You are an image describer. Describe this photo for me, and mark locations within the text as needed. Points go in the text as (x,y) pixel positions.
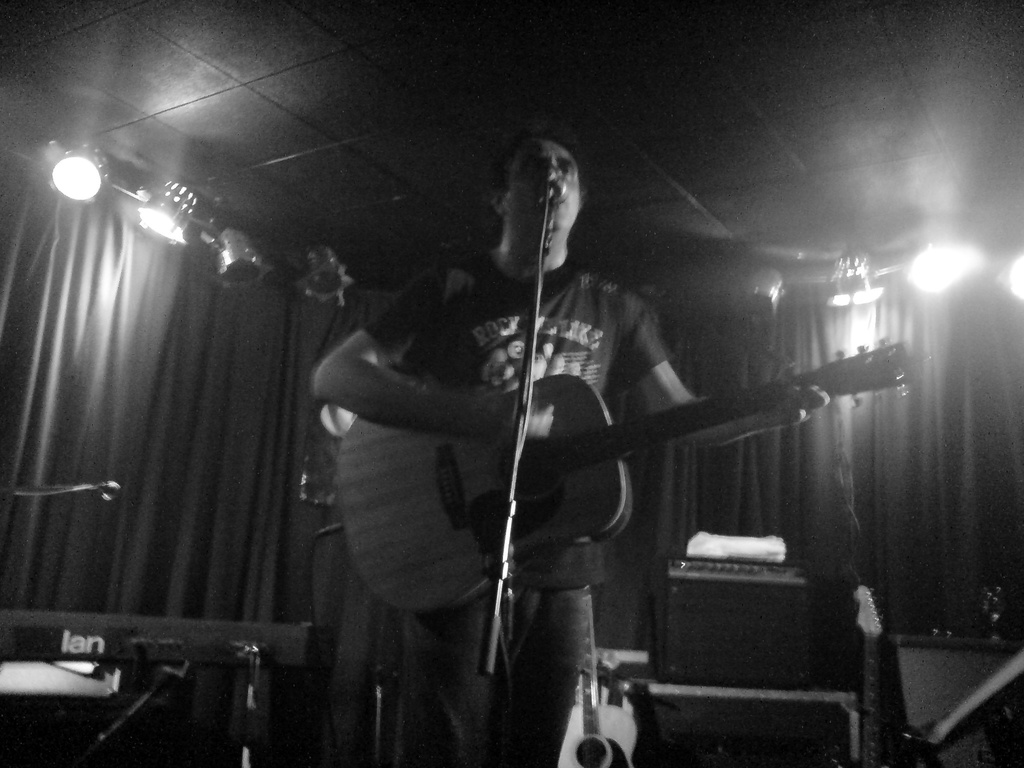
This picture shows a man (446,708) playing a guitar (532,493) in his hands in front of a mic (522,437). There is a piano (141,630) and some speakers (708,631) in the background (708,631). We can observe a curtains (146,360) and a lights (845,305) here.
